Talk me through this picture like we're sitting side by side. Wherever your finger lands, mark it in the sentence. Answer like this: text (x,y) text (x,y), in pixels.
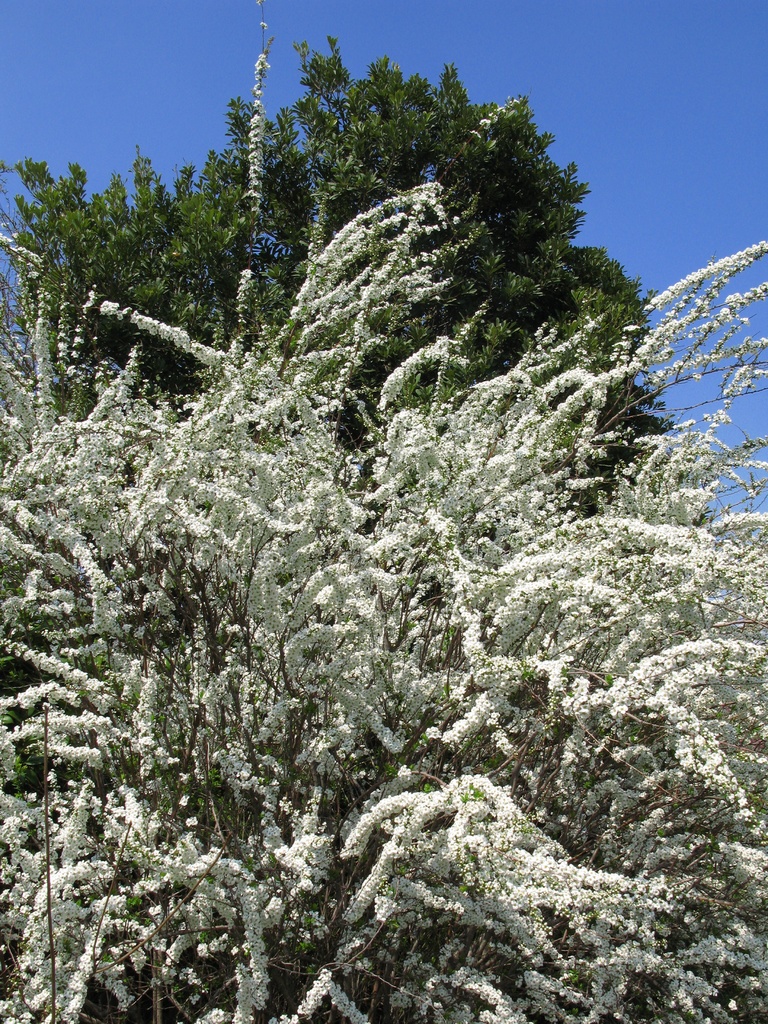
In this image we can see trees (296,371). In the background (378,36) there is sky (322,36).
